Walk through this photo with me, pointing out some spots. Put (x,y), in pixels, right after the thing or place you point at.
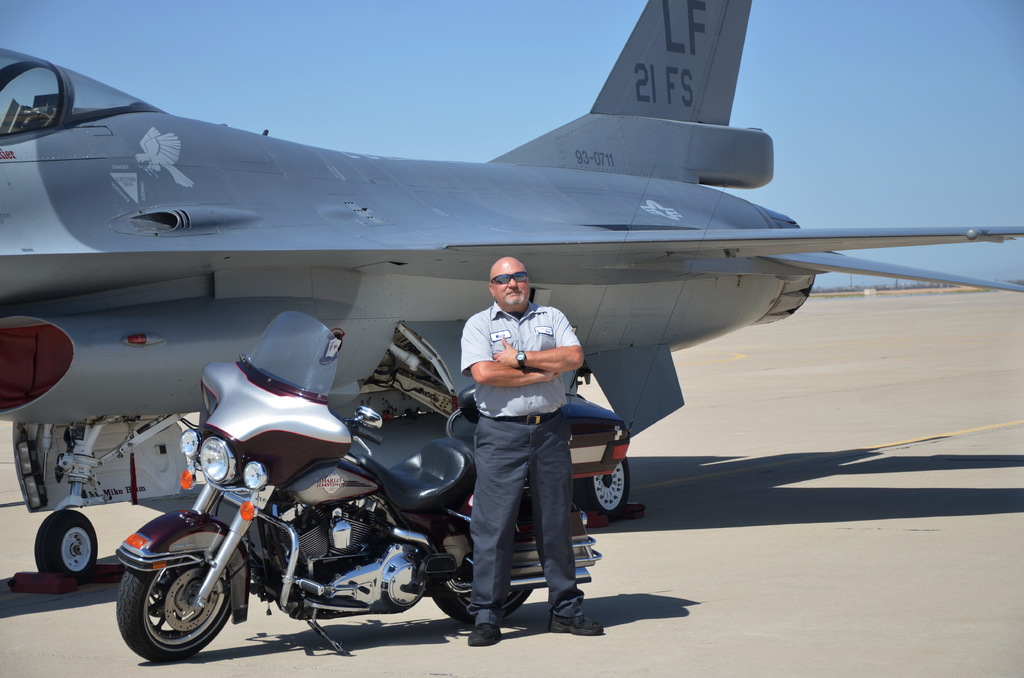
In this image I can see a man (545,483) is standing and I can see he is wearing shirt (537,338), pant (511,539), shoes (562,623), watch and shades (513,281). In the background (532,269) I can see motorcycle (212,489), an aircraft (412,354), shadows (659,481) and the sky (861,131). I can also see something is written over here.
